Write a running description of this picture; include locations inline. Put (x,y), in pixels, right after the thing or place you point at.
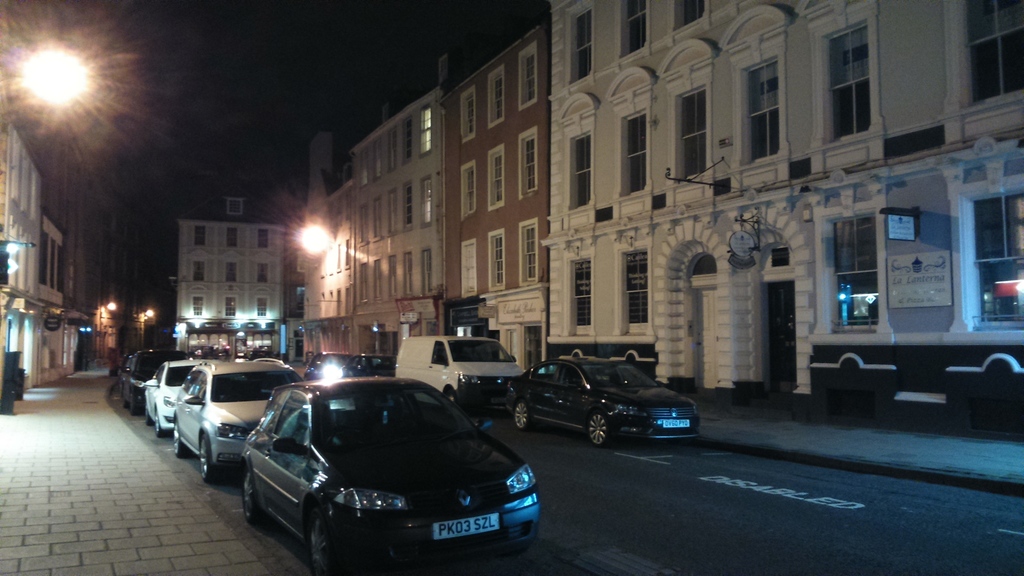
In this picture there are some black color cars (372,485) on the road (564,534). In the front side (1001,95) we can see a white color building (648,301) with glass windows (682,126). On the left side (96,407) there are some cobblestone (116,546) on the footpath area (60,533) and some street lights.
